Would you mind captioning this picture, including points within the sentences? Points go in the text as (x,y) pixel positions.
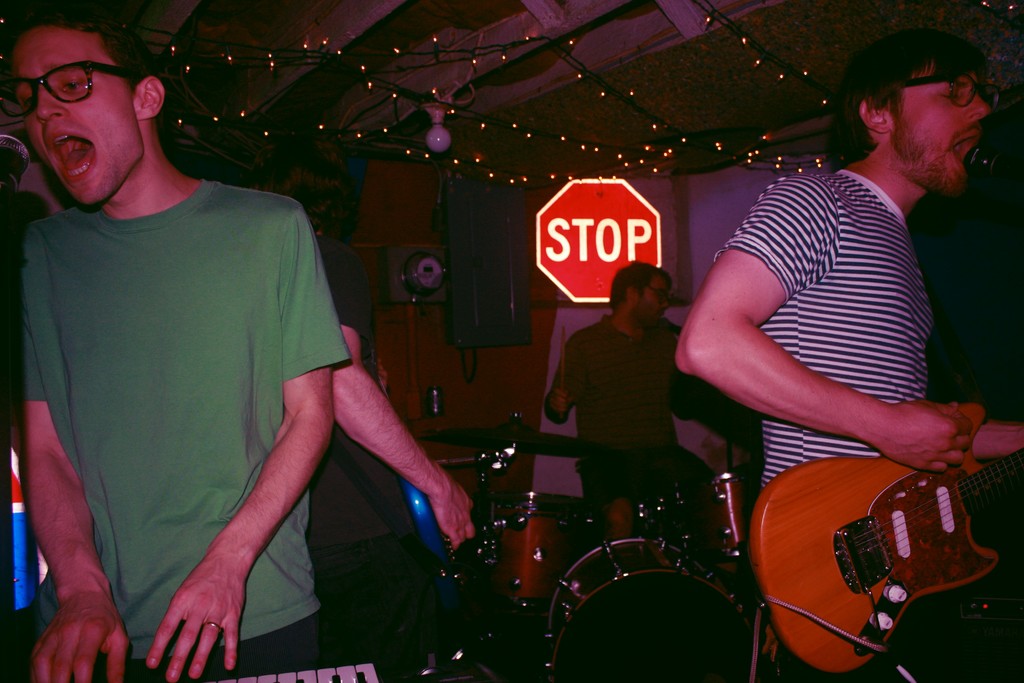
In this image I see 4 men (968,86) and in which 3 of them are holding the musical instruments (642,672) and 2 of them are in front of a mic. In the background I see the lights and a board (590,243) which says "Stop".
